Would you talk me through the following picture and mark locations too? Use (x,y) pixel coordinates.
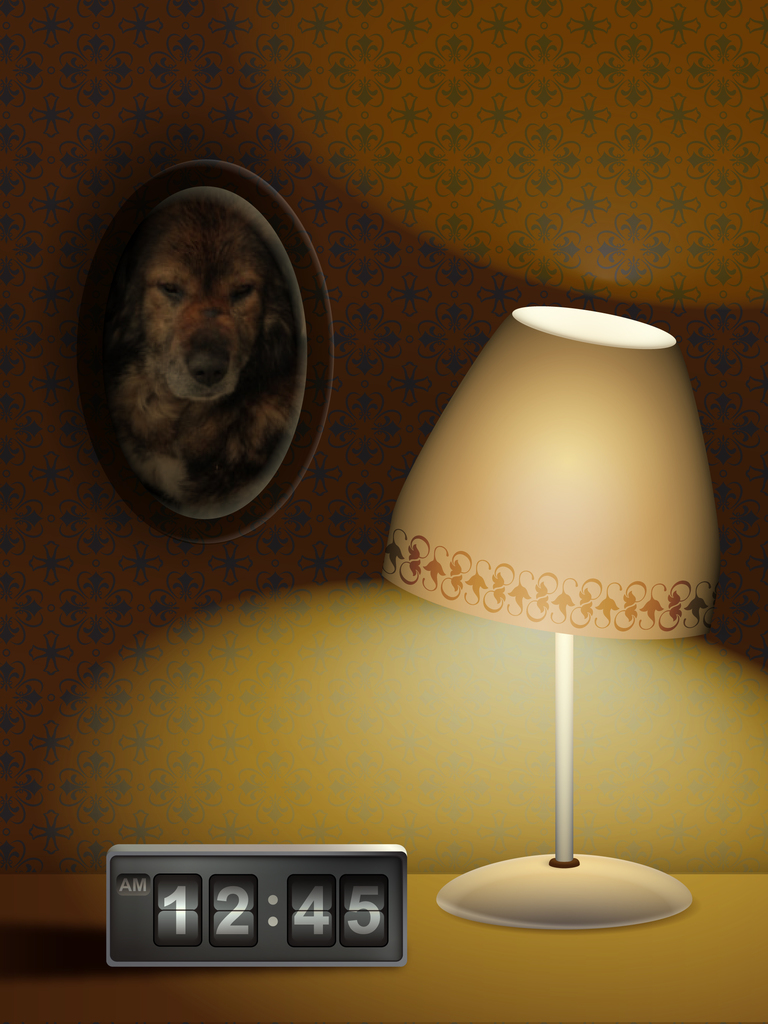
This is an animated image. I can see a lamp (533,926) and a digital clock (371,944) on the table (543,933). There is a photo frame (229,412) attached to the wall (429,129).
